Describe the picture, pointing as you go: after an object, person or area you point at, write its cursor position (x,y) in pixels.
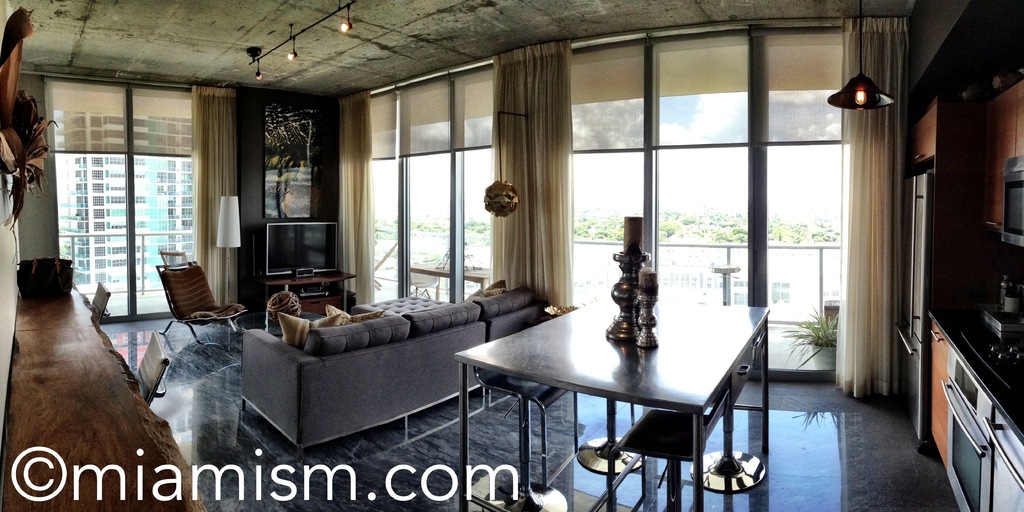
In this picture there are sofa (382,327), empty chair (186,290), tv (307,259), curtains (217,198), lamp (234,232). Outside the window (158,209) there is a building (138,205). At the center (536,176) there is a curtain (559,179) white colour. center table (697,346). At the right side (970,242) there is a wardrobe (992,169) and the lamp (867,81) hanging from the roof (858,8).
